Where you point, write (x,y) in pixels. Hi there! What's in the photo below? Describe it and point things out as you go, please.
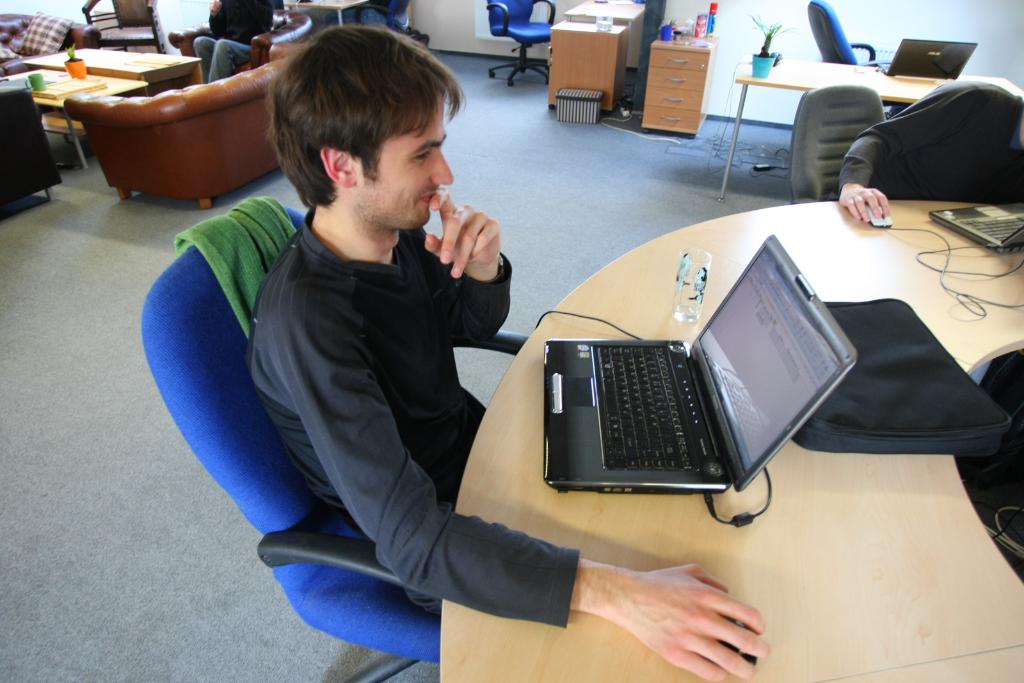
There are two people (449,212) sitting on the chairs (228,414). This is a table (792,569) with laptops (667,417), mouses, glass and laptop bag (862,388) placed on the table (857,558). This is a desk (693,48) with drawers (675,101). There are few objects (709,43) placed on the desk (681,58). I can see another table (816,67) with flower pot (756,63) and laptop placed on it. There are few empty chairs (509,22). I can see another person (246,32) sitting on the couch (272,28). This is a couch (114,106) which is brown in color. I can see a table (109,84) with flower pot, cup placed on it. This is the floor (61,355).
